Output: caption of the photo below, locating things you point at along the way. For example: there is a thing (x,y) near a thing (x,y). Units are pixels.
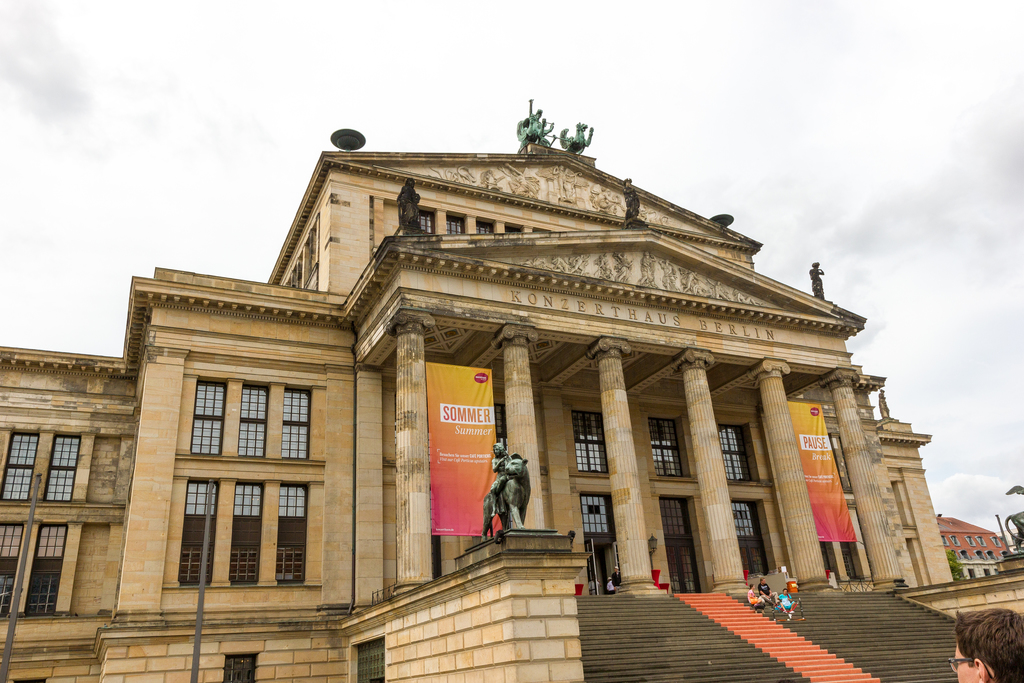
In this image we can see buildings (647,451), sculptures (509,471), poles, pillars (519,446), banners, and few people (993,641). In the background (842,241) there is sky (354,106) with clouds (815,215).
